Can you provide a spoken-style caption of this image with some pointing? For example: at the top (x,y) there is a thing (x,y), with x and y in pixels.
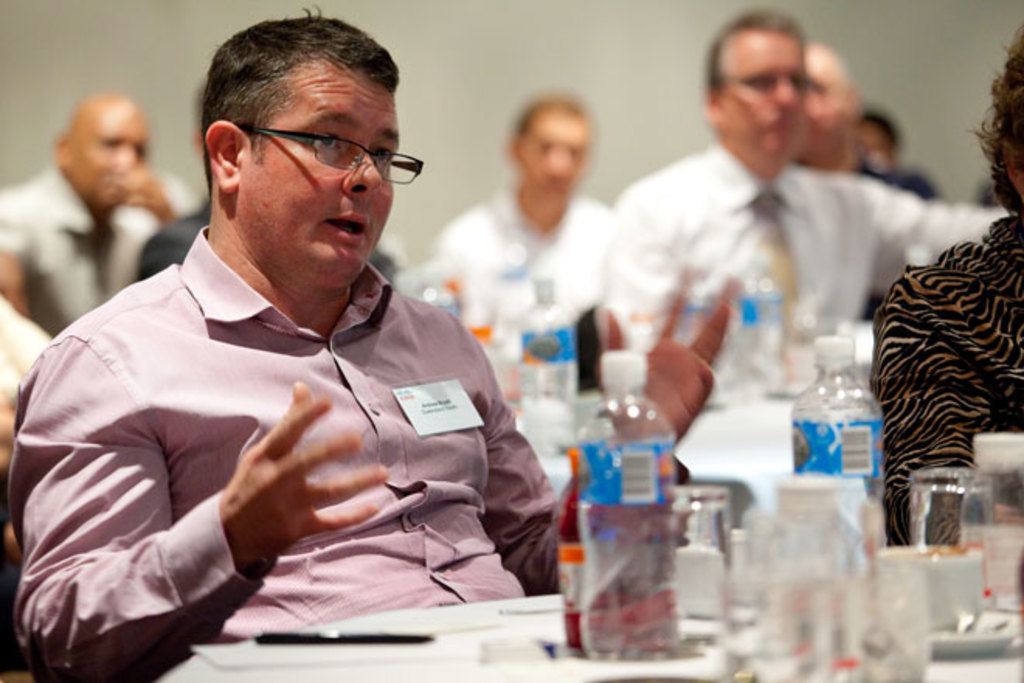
In this picture we can see a man (307,424) is sitting on a chair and in front of the man (327,424) there is a table (465,658) and on the table (382,672) there are papers (448,651), bottles (813,507), glasses (698,545) and a pen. Behind the man (240,403) there are groups of people (32,231) sitting and a wall (493,64).
